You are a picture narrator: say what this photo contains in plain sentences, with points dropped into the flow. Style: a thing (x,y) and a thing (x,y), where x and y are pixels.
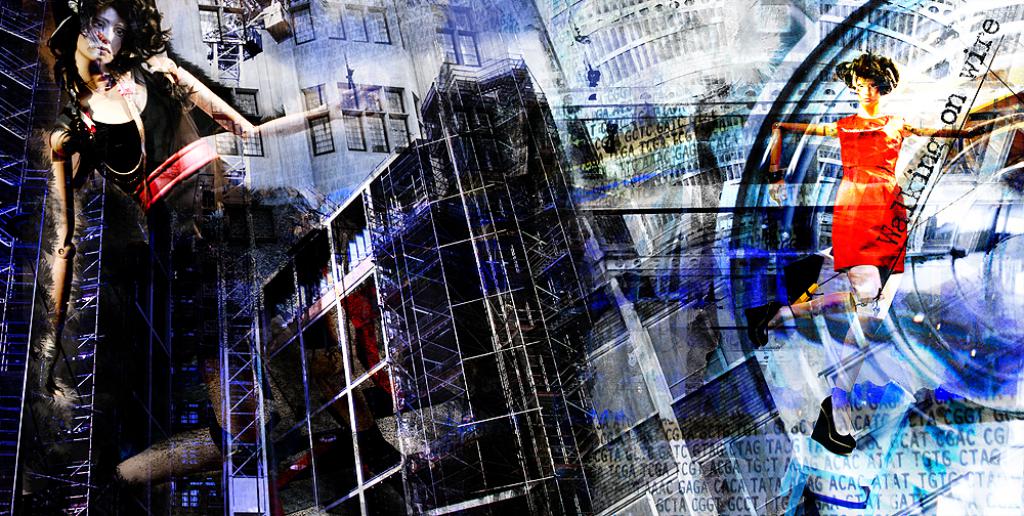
This is an edited image. There are depictions (828,299) of girls (168,192) in the image.
